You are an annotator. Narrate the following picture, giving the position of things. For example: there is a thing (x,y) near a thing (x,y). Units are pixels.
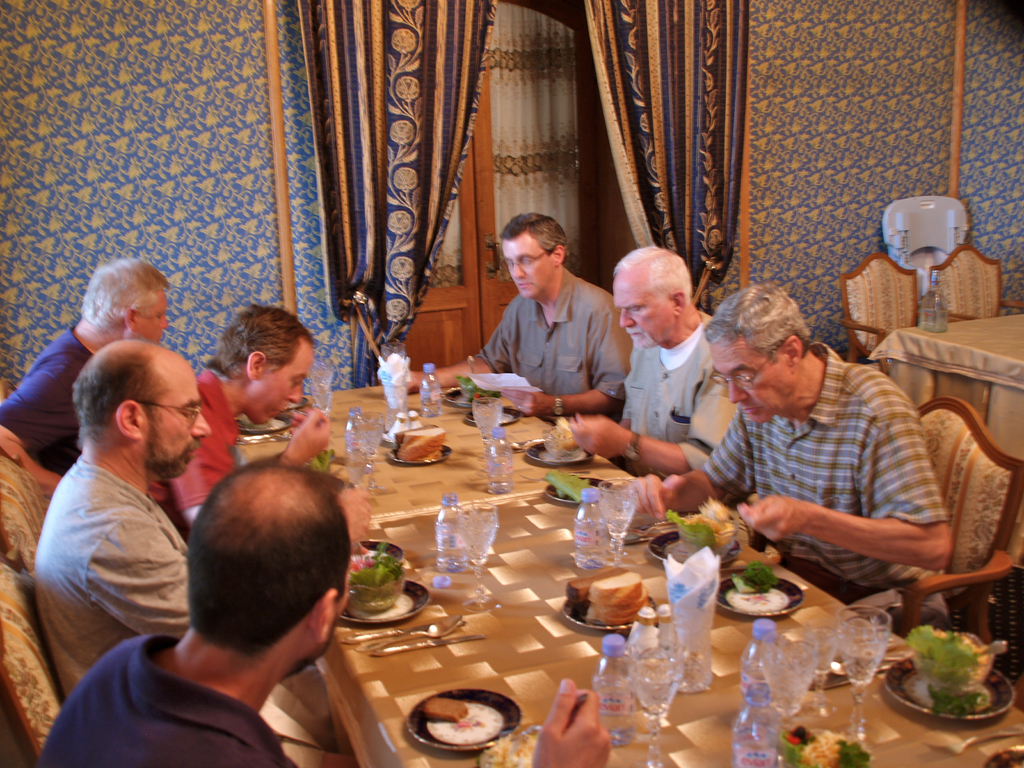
In this image can see the group of people (884,485) who are sitting on a chair (1001,515) in front of the table (532,551). On the table (711,732) we have few plastic bottles (607,658), glasses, plates (495,727) and other objects (432,442) on it.
